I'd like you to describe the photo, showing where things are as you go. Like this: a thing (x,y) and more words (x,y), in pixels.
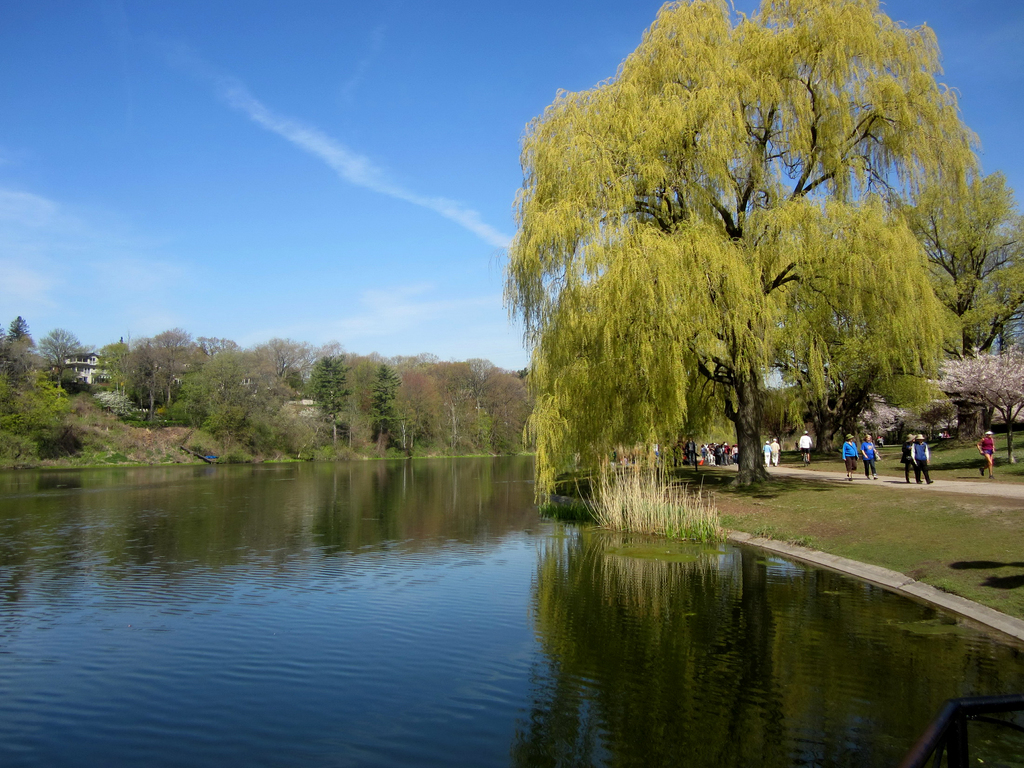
In this image I can see the water (278,632), some grass (598,520), the ground (869,492), the road (865,480), few persons (774,441) standing and few trees (744,203). In the background (789,432) I can see a building (78,363), few trees (312,367) and the sky (308,188).
